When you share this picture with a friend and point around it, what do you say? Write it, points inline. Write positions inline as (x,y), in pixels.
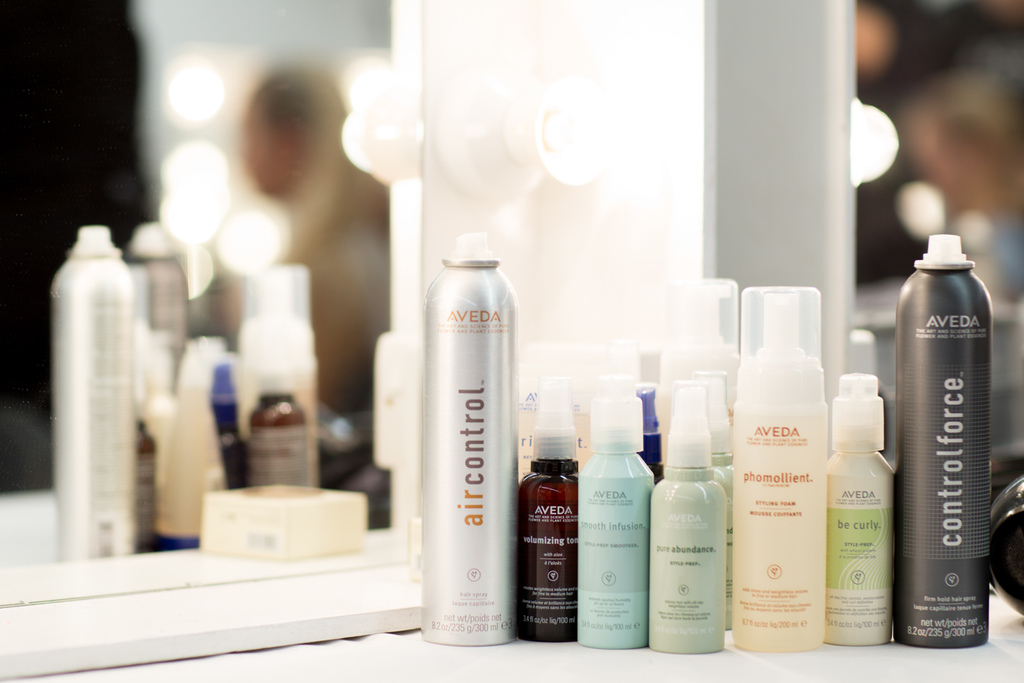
In this picture there are many bottles (705,517) which are placed on a table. There is also a mirror (179,387).
